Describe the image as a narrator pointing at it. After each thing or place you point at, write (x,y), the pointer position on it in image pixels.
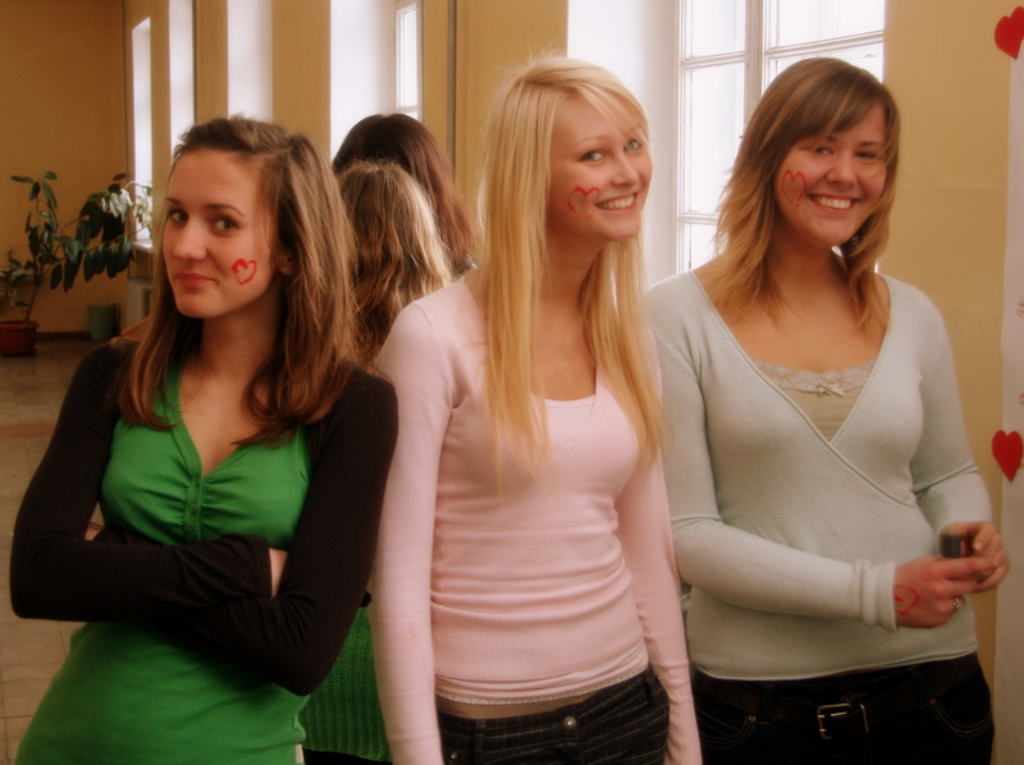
In the middle of the image (605,402) few women (233,154) are standing and smiling. Behind them there is a wall (43,56) and there are some plants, on the wall (309,122) there are some windows (355,116).
